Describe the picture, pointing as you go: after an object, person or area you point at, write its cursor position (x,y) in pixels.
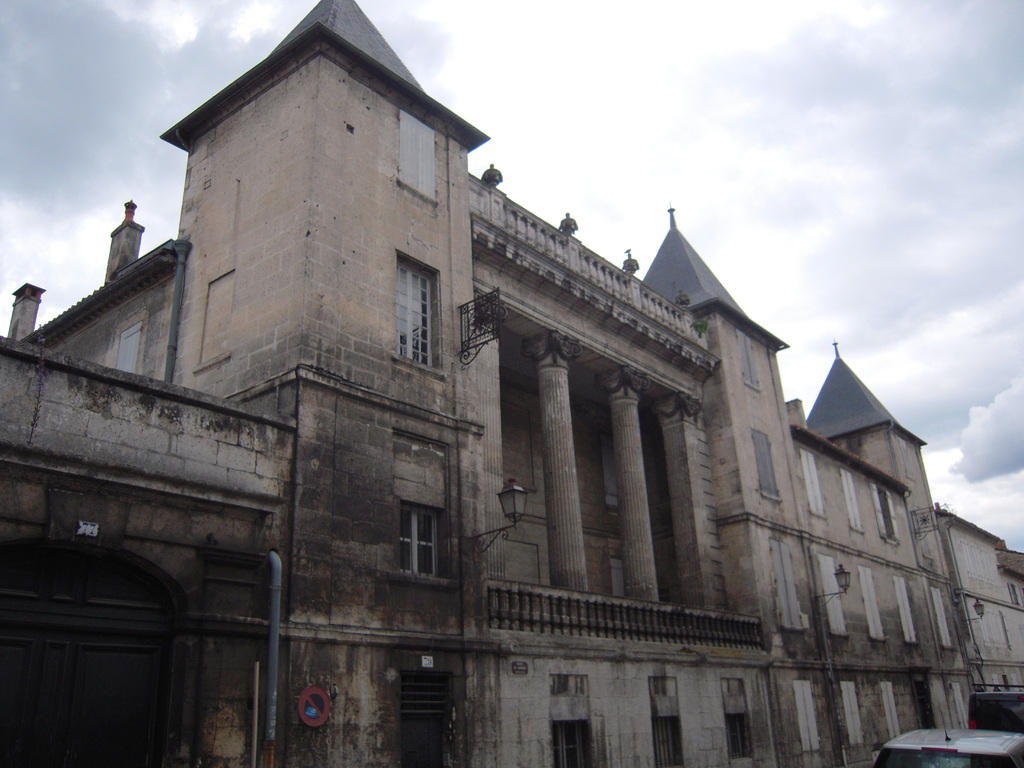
In this image I can see an old building (259,572). In the right bottom corner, I can see some vehicles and at the top of the image (566,64) I can see the sky (606,70).
